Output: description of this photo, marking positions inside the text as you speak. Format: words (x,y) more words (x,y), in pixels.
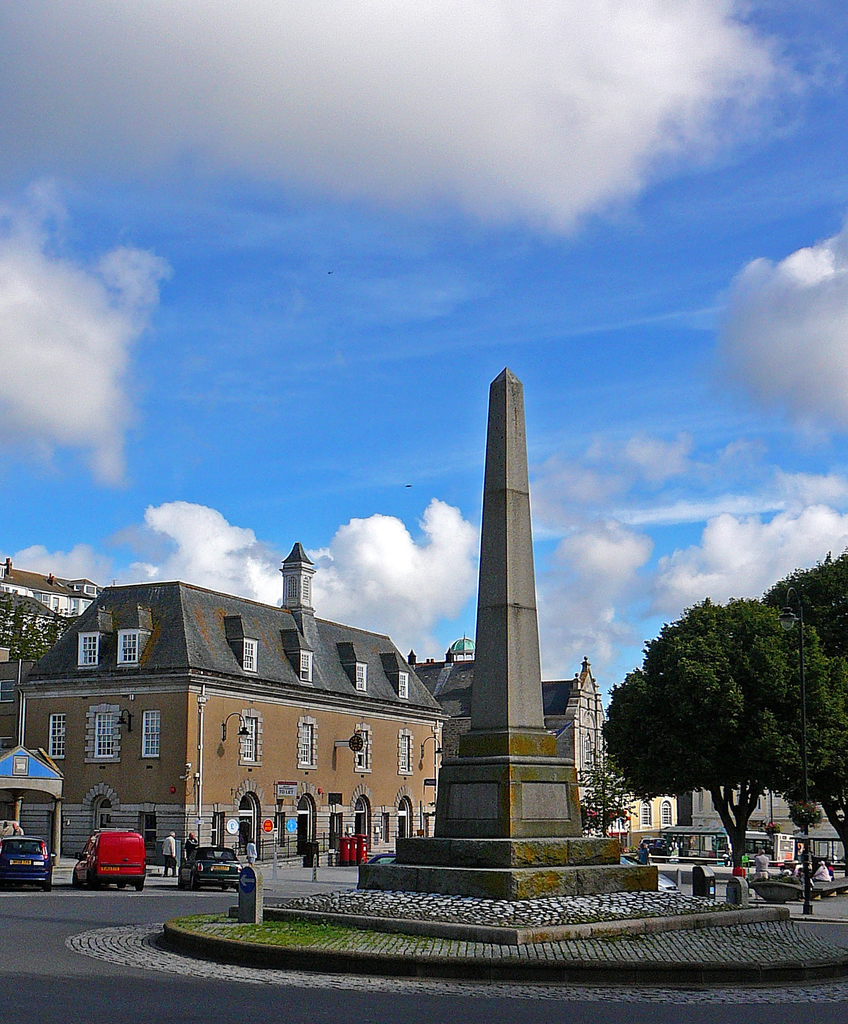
This is an outside view. In the middle of the image (502,608) there is an obelisk (515,698). In the background (235,676) there are buildings (333,727) and trees (798,703). On the left side (90,857) there are few vehicles (15,851) on the road (39,925) and few people (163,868) are walking. At the top of the image (325,299) I can see the sky (346,87) and clouds (404,78).
